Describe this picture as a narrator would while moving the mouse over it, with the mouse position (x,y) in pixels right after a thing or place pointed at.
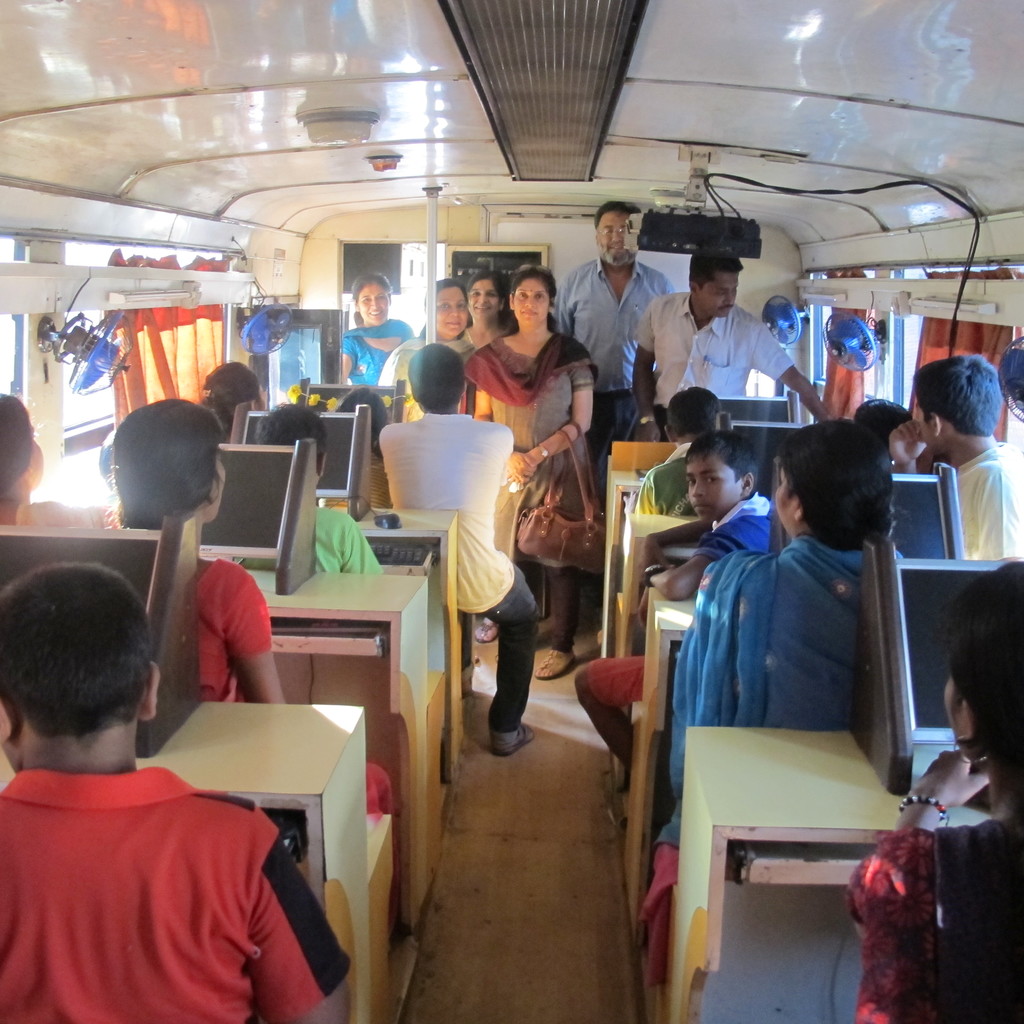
This image is clicked in a vehicle (494,968). There are many persons (206,642) in this image. And there are also many tables (318,766) on which monitors (917,673) are fixed. In the front (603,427), there are some people (584,405) standing. To the left (55,331), there are fans (75,361). At the top (387,156), there are lights (350,140).
